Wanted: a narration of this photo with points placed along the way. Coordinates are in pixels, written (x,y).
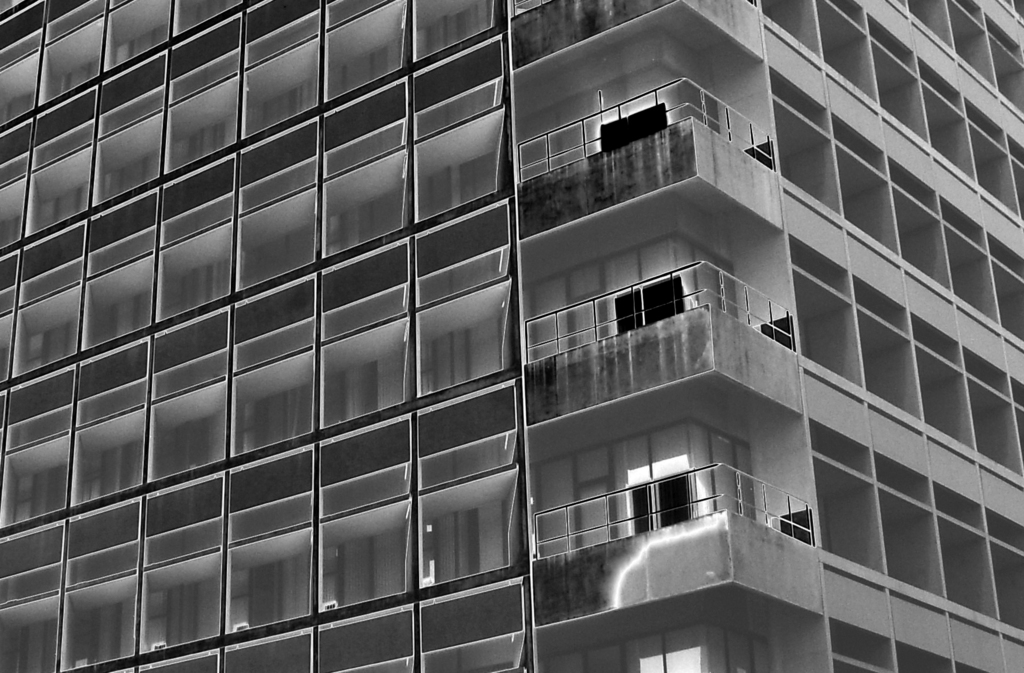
In the picture we can see a part of the building (339,576) with many windows (191,575) and glasses (514,666) to it and railing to the corner of every floor (691,555).
